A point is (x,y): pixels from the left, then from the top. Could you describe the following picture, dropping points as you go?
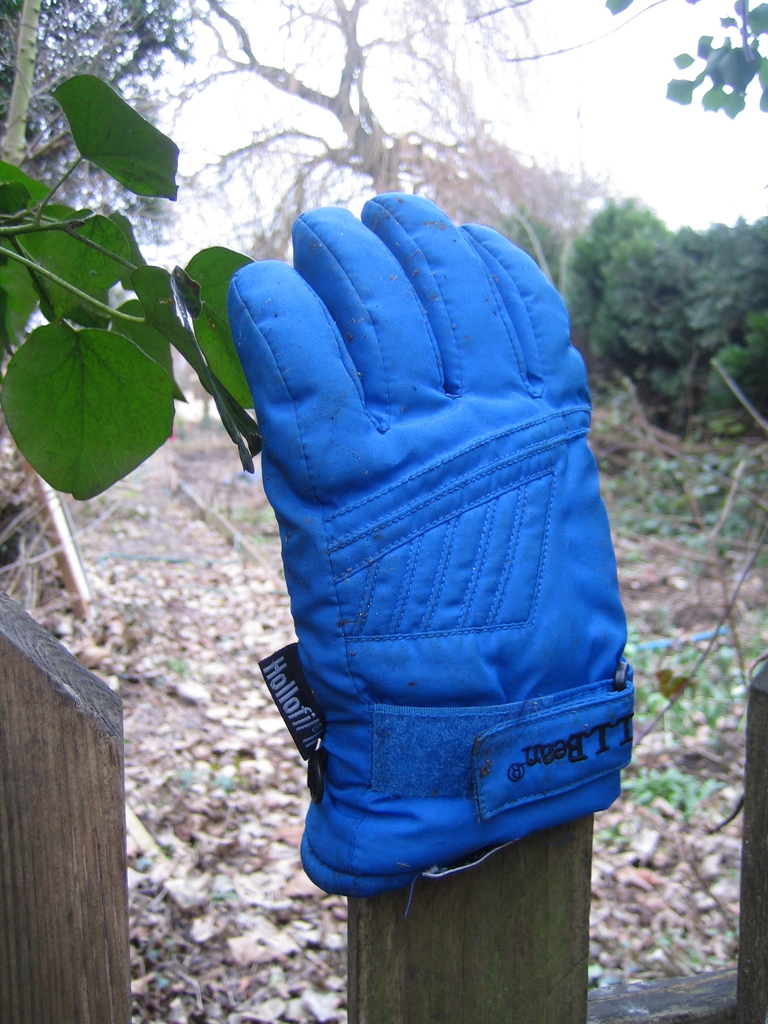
In the picture there is a small branch (79,255) of a plant (75,496) and there is a fencing (487,946) beside the plant (24,235) and to one of the fencing pole (399,982) there is a blue glove (423,765), in the background (394,188) there are many dry trees (419,180) and on the ground (214,756) there are plenty of dry leaves (183,846).
